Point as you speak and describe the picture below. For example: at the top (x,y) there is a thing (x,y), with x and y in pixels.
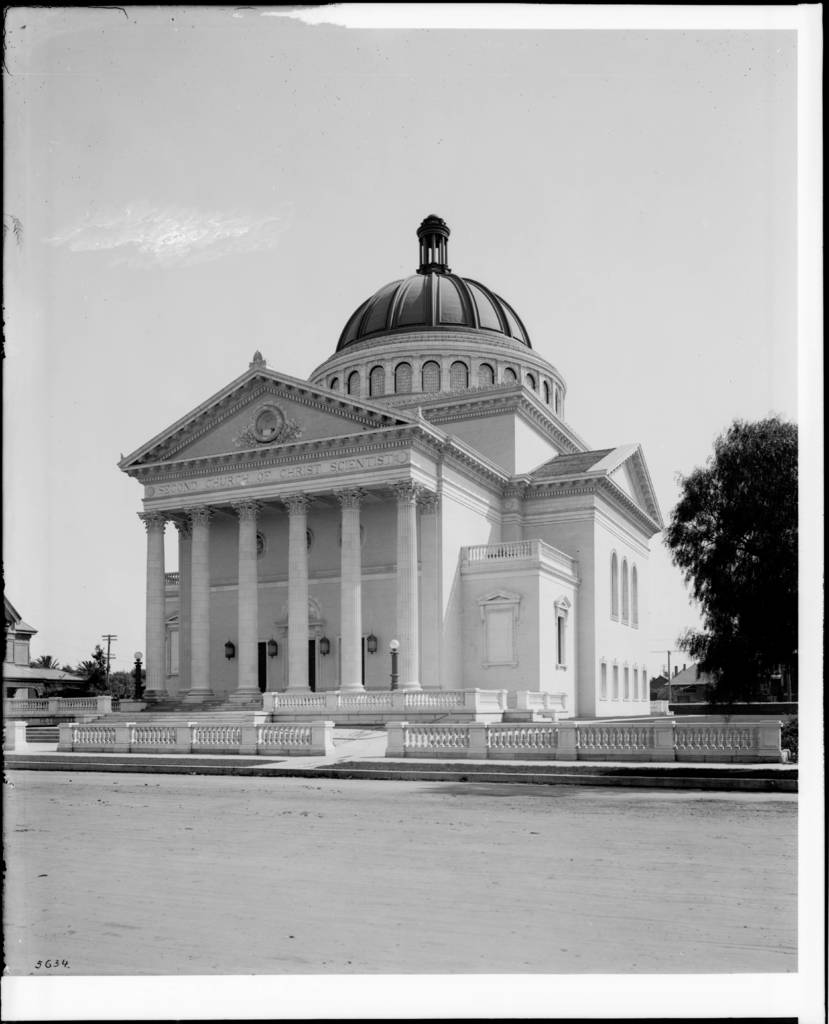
In this picture we can see a white building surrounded by trees (745,511) and other houses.
